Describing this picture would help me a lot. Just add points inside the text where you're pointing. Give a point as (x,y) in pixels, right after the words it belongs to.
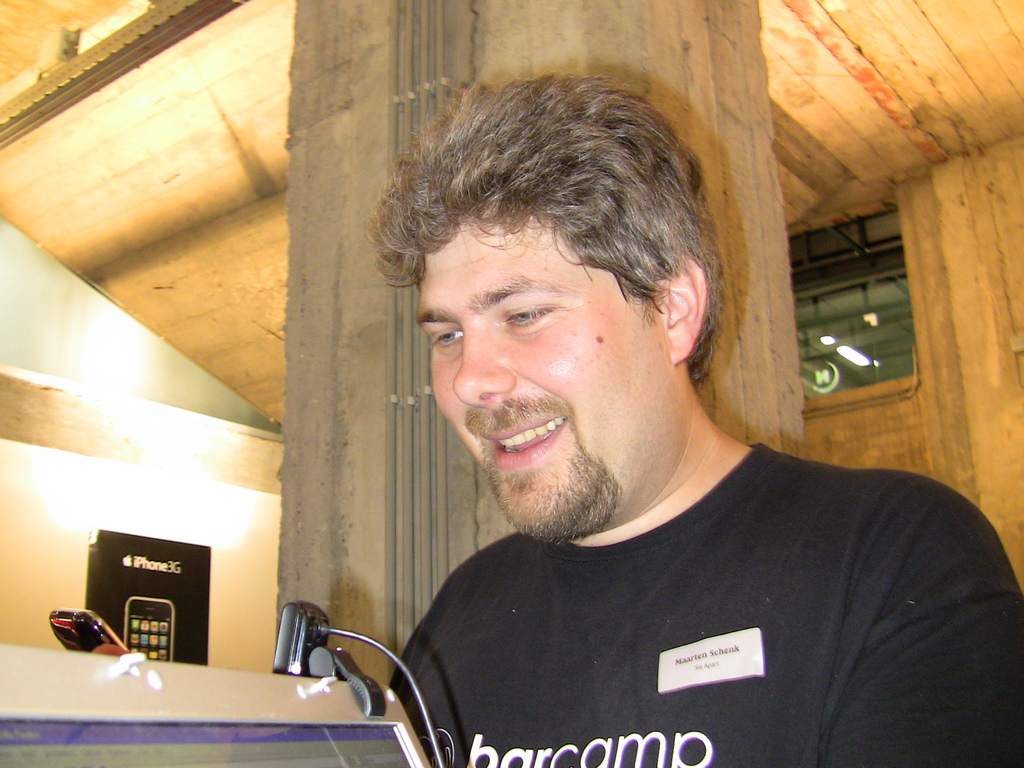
In this image I can see a man (552,528) is wearing a black color t-shirt (635,643) and smiling. Here I can see some objects (78,730). In the background (412,452) I can see a pillar (356,574) and other objects (255,456).
